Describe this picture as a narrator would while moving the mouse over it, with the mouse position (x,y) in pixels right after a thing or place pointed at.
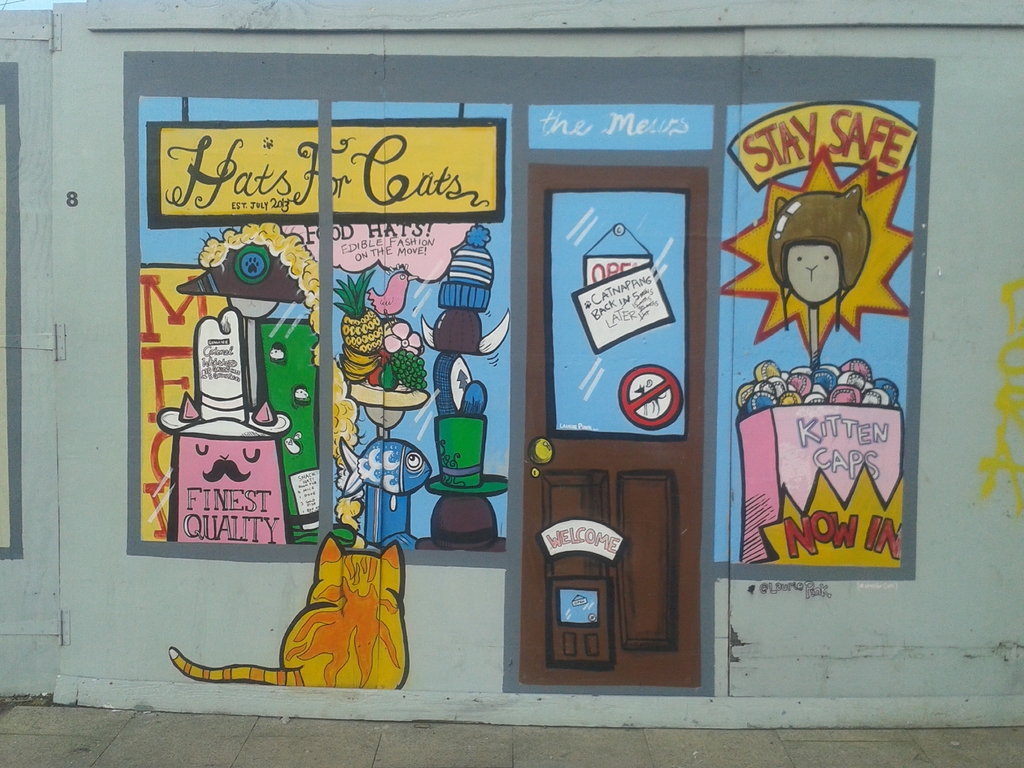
In this picture we can see a wall (937,627), there is painting (811,561) of a door (643,464), a cat (354,627) and other things (266,525) on the wall (925,611), we can also see some text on the wall (347,252).
